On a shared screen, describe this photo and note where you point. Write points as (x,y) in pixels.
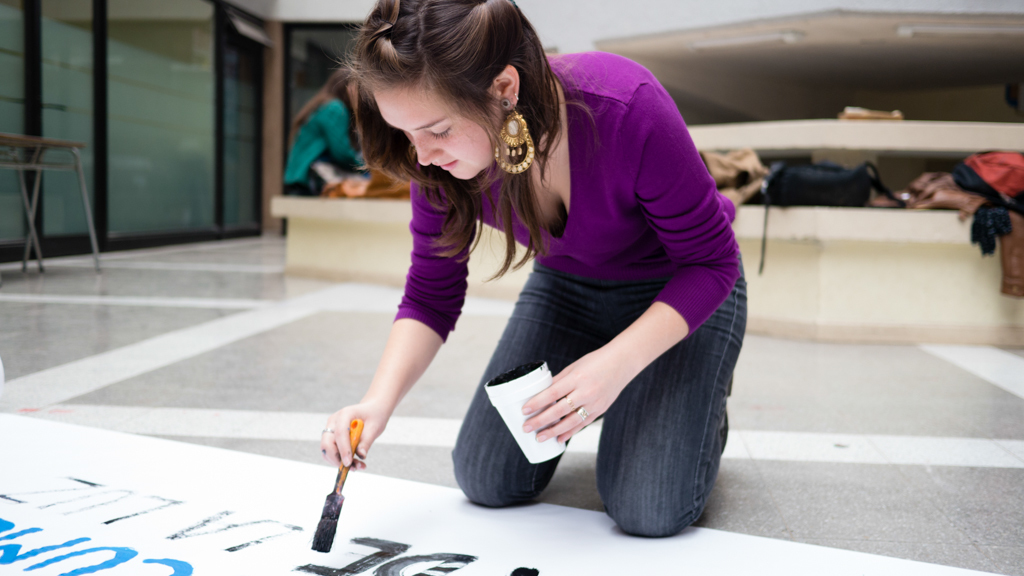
In this image there is a girl (677,273) kneeling on the floor (759,512). She is holding a glass (521,411) and a paintbrush (333,492). In front of her there is a board (355,514). She is writing on the board (204,557). Behind her there are bags (374,186) and a woman (324,149). In the background (310,8) there is a wall (598,22). To the left (182,99) there is a glass wall (161,96). In front of the glass wall (66,92) there is a table (37,176).
